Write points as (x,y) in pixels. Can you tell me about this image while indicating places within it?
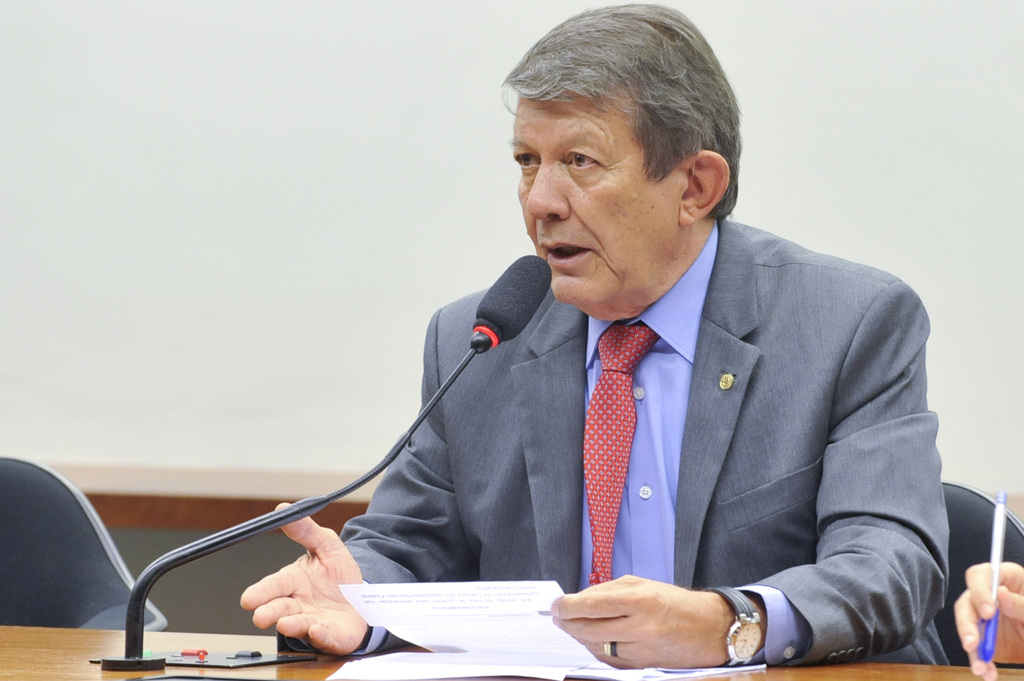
In the middle of this image (592,245), there is a person (615,156) in a suit (709,452), sitting, holding a paper (544,628) with one hand (557,603) and speaking in front of a mic (504,321) which is attached to a stand (135,606). On the right side (978,590), there is a person (970,614) holding a pen (989,650). On the left side (32,507), there is a chair (54,517) arranged in front of a table (40,674), on which there are documents (374,660) and an object (296,650). In the background (150,354), there is a white wall (118,122).
